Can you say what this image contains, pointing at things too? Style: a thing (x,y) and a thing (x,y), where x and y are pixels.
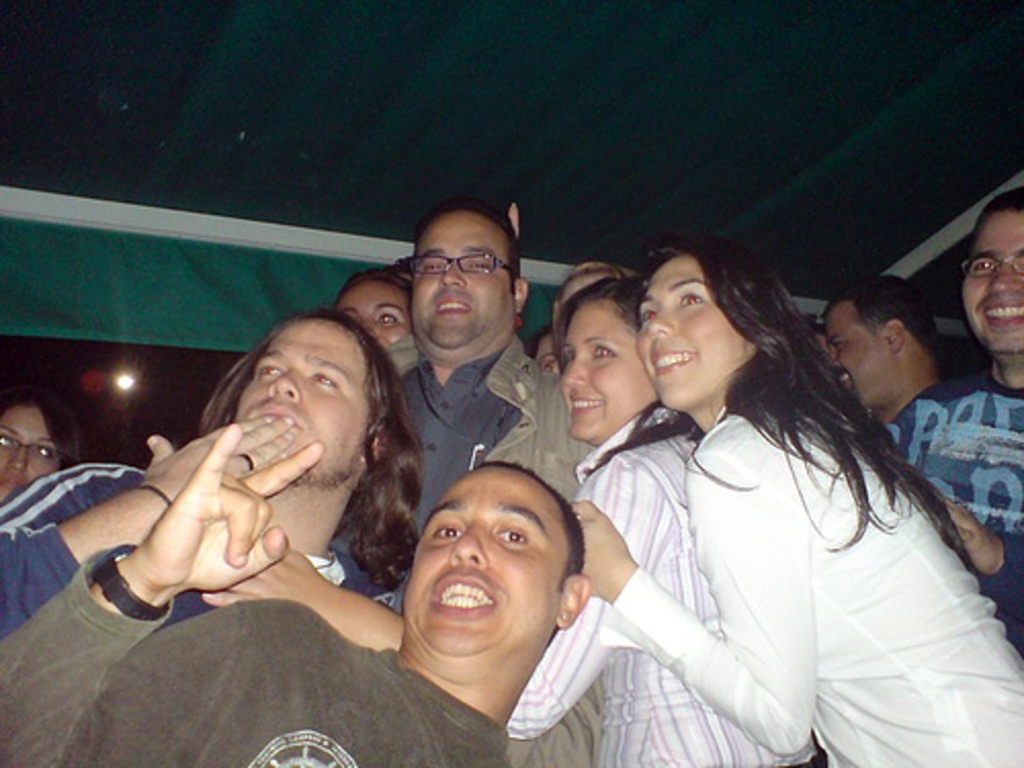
This picture shows a group of people (724,497) standing with a smile on their faces (613,407) and we see couple of men (468,286) and a woman (31,450) wore spectacles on their faces (25,432) and we see a light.
